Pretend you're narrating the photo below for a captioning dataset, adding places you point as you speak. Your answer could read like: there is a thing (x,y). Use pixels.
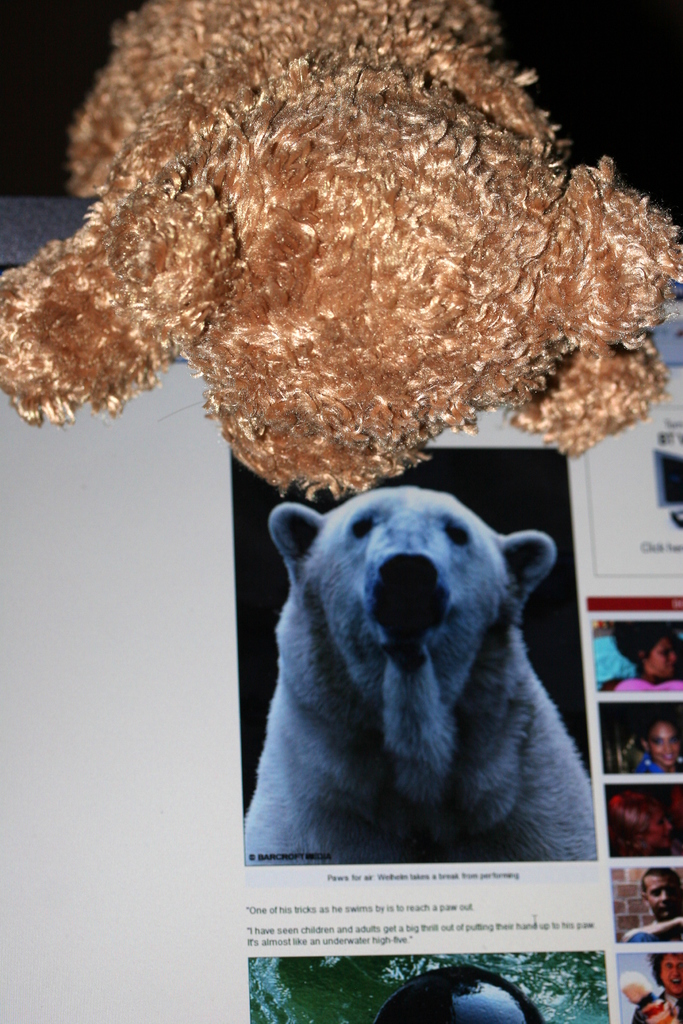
In this image I can see a screen (249,799), on the screen (361,851) I can see an animal (479,701) and few persons (666,917). I can see a teddy bear (275,126) in brown color.
